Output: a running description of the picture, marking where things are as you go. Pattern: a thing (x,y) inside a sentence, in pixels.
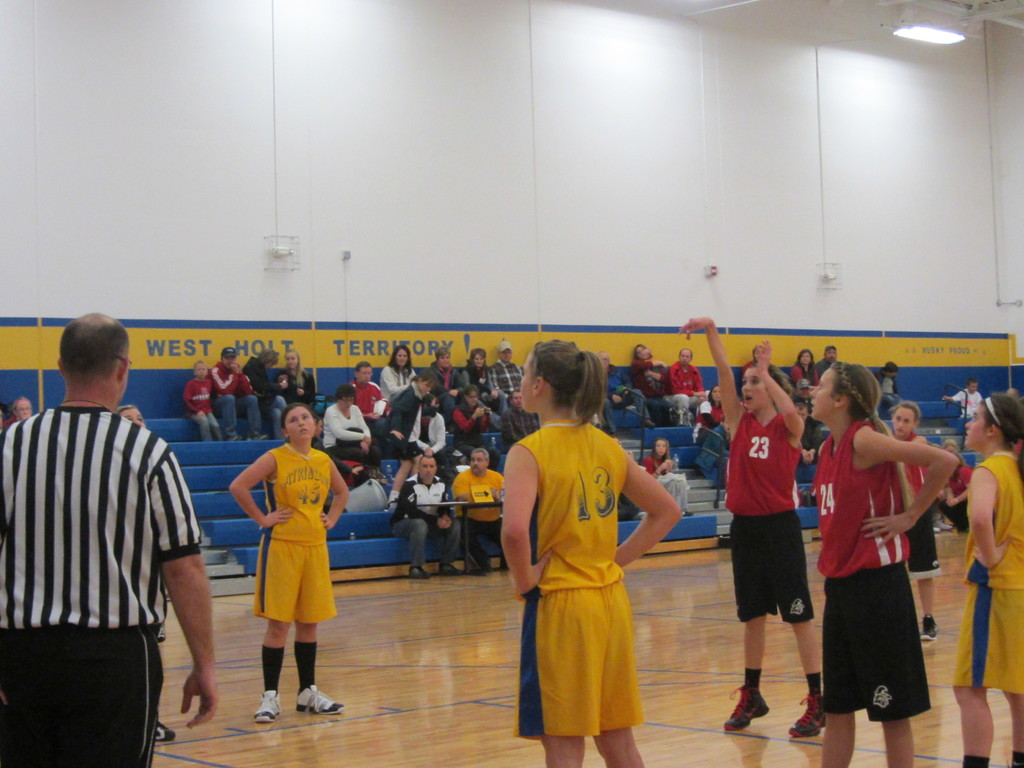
In this image there are a group of people (102,596) some of them are wearing jersey (555,555) and standing, and in the background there are some people (607,389) sitting and there is a wall (446,174). On the wall (369,327) there is text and at the top (929,41) there are some lights (944,37), and at the bottom (444,611) there is floor (477,619).
